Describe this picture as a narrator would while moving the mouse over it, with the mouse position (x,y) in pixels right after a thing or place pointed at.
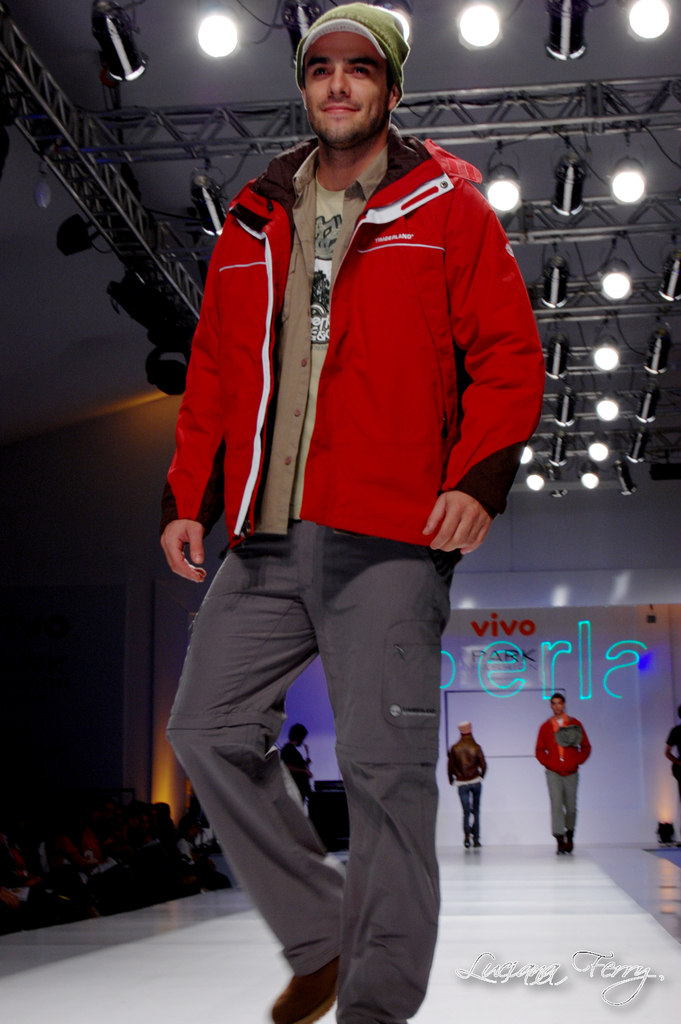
In this image we can see a man (365,558) is standing on the ramp (336,1018). He is wearing a jacket (359,353), T-shirt (330,200), shirt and pant (262,737). In the background (600,605), we can see wall (500,563), roof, lights (554,355) and two people (481,775). There are some people (107,862) sitting on the left side of the image (68,902). There is a watermark (535,972) in the right bottom of the image (526,986).
